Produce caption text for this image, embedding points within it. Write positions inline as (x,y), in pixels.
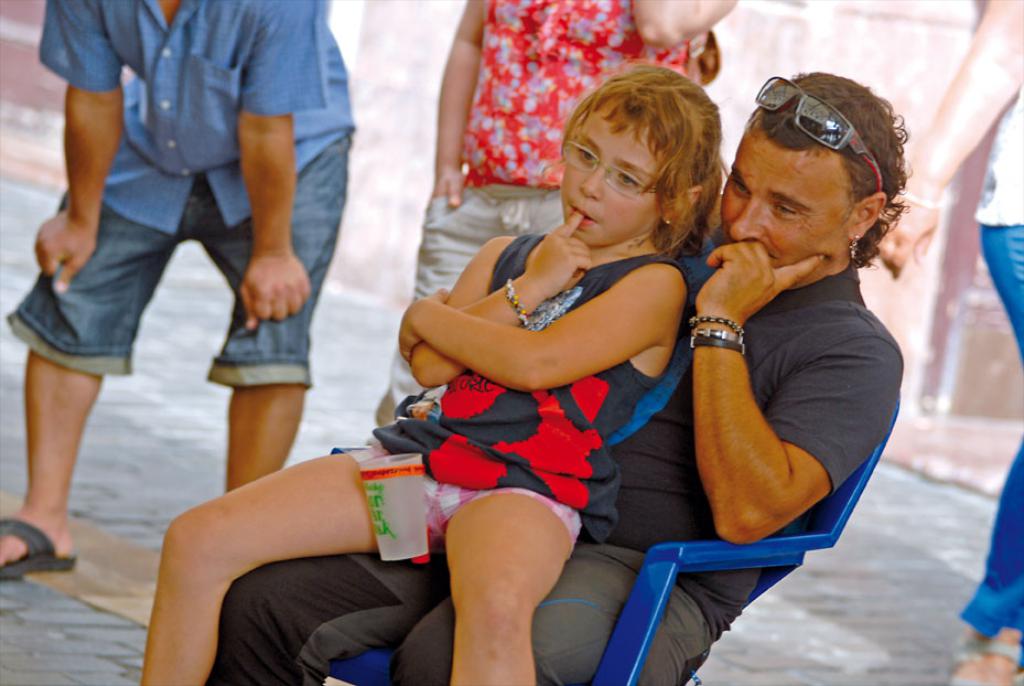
In the picture we can see a man (625,487) sitting in the chair (849,507) which is blue in color, on him we can see a girl child (463,484) sitting and behind them, we can see a man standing and bending and beside him we can see a woman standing and keeping her hand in the pocket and beside her we can see another woman (1013,301) is walking and in the background (971,335) we can see a wall (361,117).
